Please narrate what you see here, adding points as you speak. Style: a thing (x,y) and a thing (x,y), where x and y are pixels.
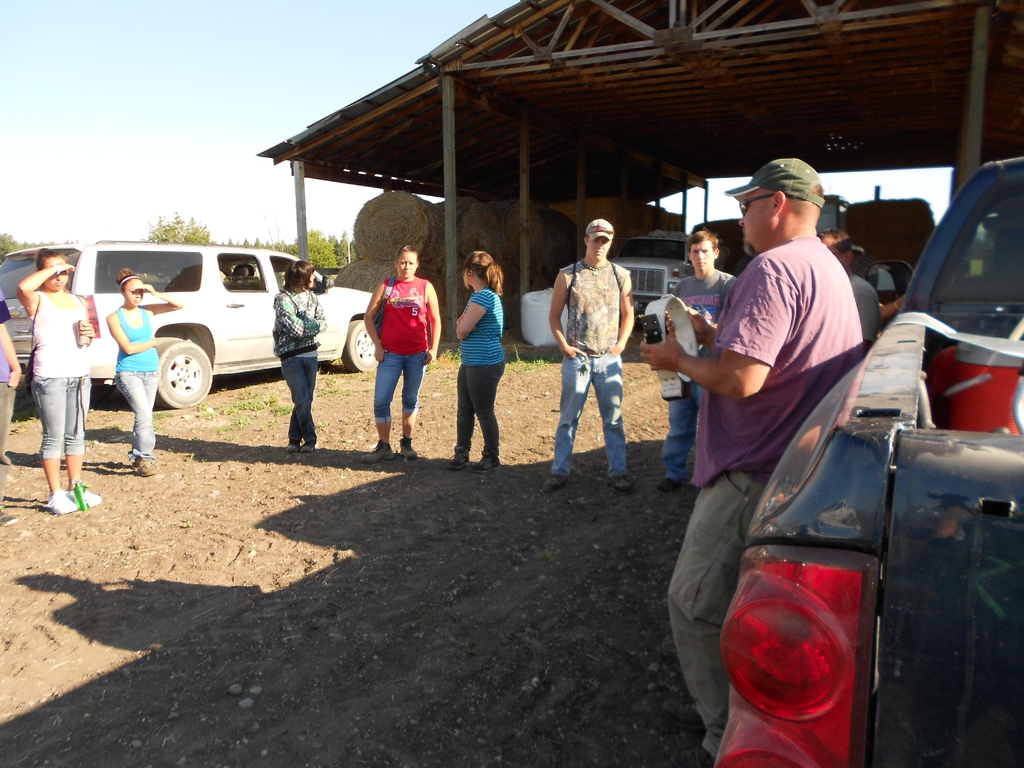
In this image I see few people (816,323) who are standing and I see the mud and I see 3 vehicles (845,552) and I see that these 2 men (615,320) are wearing caps (773,184) and in the background (720,160) I see the shed (542,112) over here and I see hay (542,223) over here and I see number of trees (204,228) and the clear sky (188,82).
